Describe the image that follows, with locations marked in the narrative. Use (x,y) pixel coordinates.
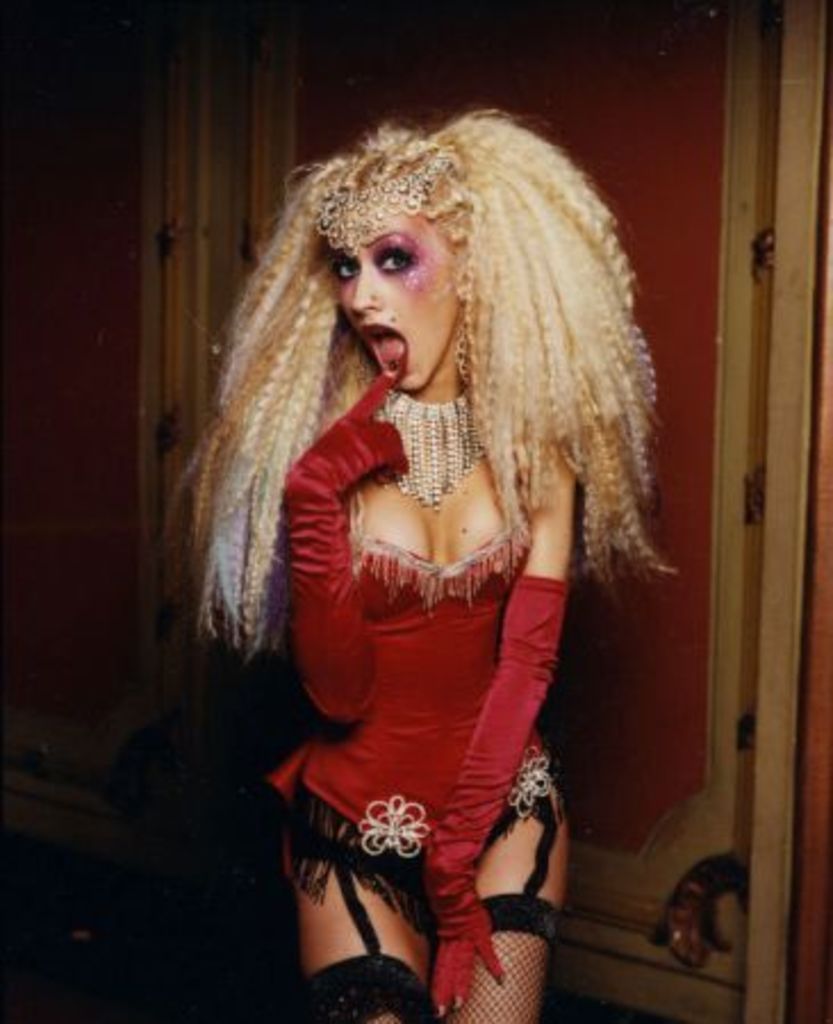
In the middle of the image (283,402) a woman (537,176) is standing. Behind her there is a wall (509,53).
